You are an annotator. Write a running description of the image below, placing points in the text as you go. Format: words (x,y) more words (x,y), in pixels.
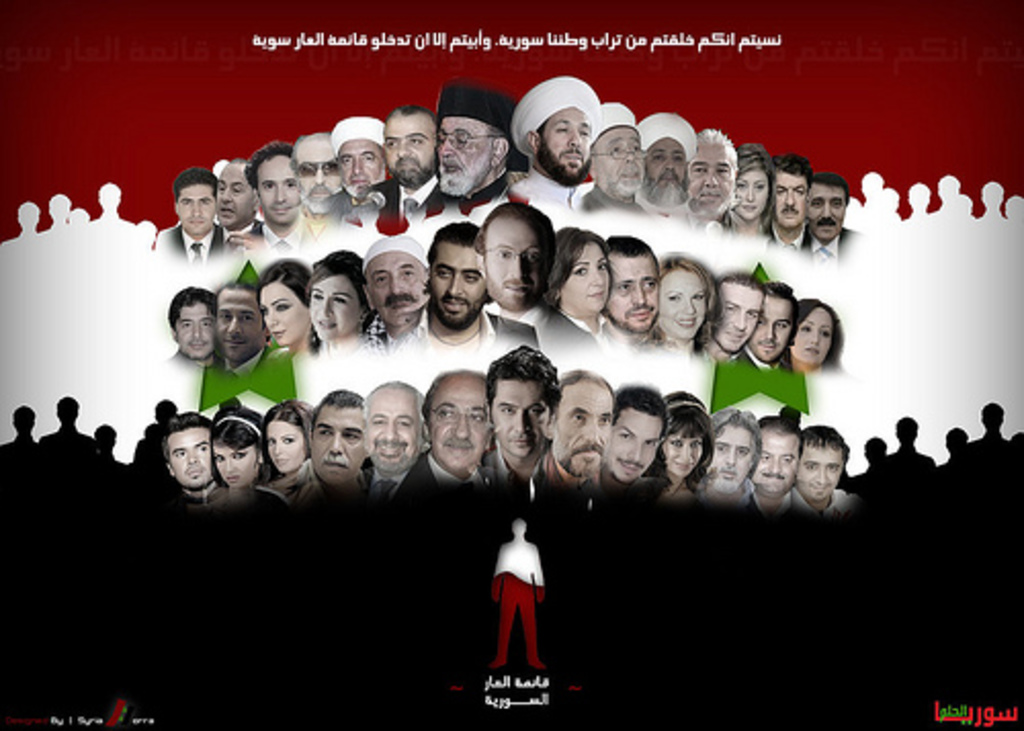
In this we can see a graphical image, in the image we can find few persons (448,448), and also we can see some text (509,48).
